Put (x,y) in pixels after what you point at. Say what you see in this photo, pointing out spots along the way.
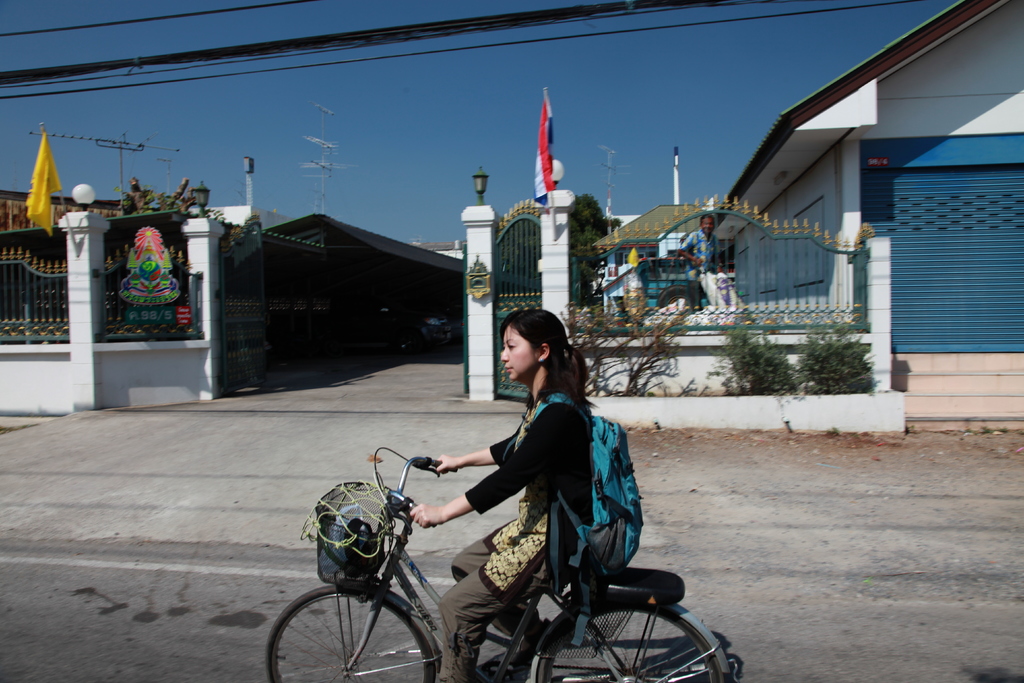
In this picture we can see woman (519,562) riding bicycle (397,555) on road (833,621) and in front of her there is house (896,139), fence (22,267), flag (536,163) with pole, person (690,255), sky (547,84).
